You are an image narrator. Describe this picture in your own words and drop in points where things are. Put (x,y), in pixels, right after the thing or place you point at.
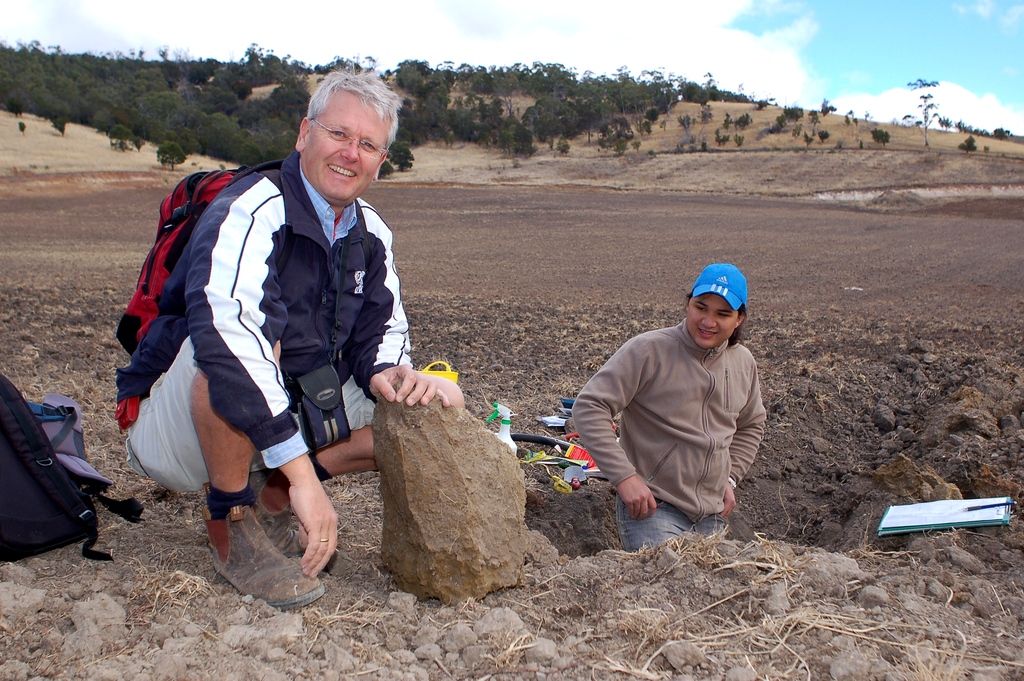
In this image we can see two people (661,387) among them one person (294,392) is carrying bag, there are some objects (399,413) on the ground (794,235), we can see some trees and plants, in the background (822,54) we can see the sky (784,86).
